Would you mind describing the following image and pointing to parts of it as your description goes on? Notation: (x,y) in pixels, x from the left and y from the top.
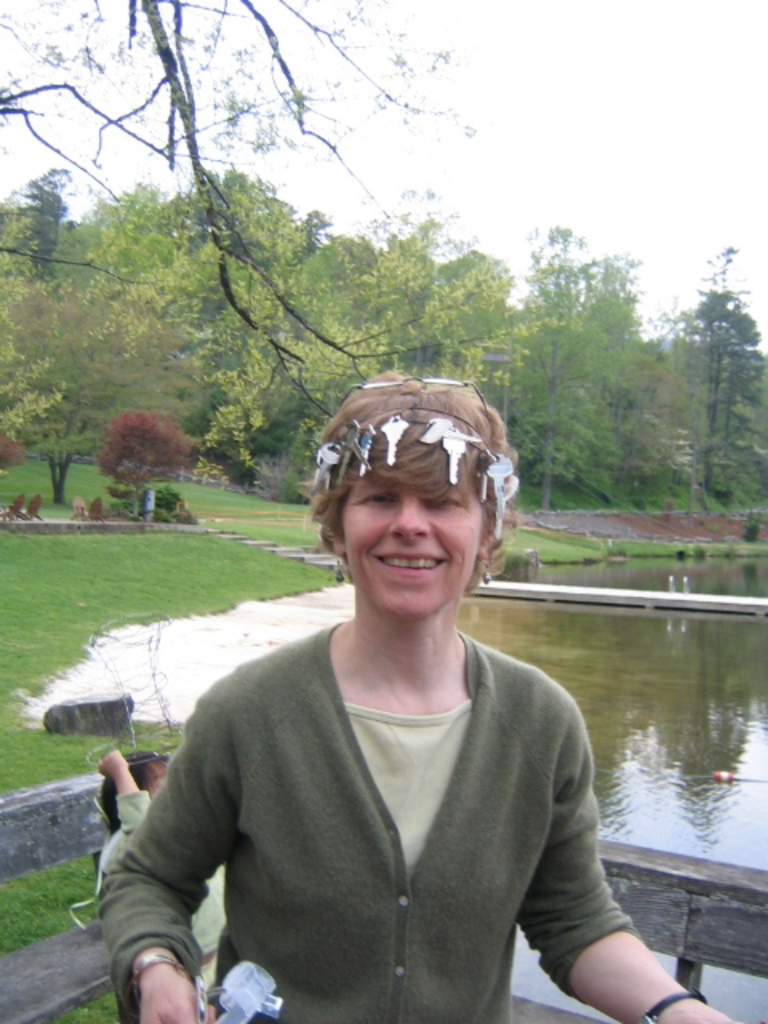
In this image in the foreground (499,662) I can see a person (280,965), at the back I can see water (574,620), bridge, grasses (3,601) and in the middle (290,427) I can see many trees (684,408) and in the background (318,187) there is the sky (400,185) and branch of a tree (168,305) hanging at the top (226,164).
